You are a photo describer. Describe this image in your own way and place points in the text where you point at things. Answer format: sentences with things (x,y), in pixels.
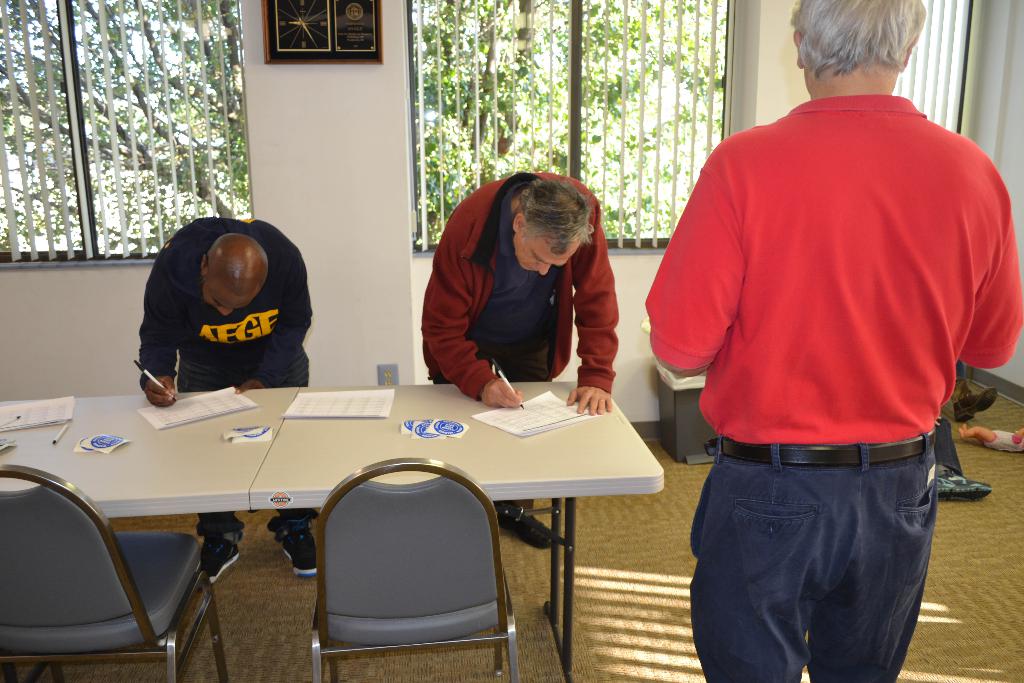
On the background (424,102) we can see windows (45,146) and trees (481,17). A frame (295,38) over a wall (389,190). Here we can see two men (218,270) standing in front of a table (294,421), holding pens (510,386) in their hands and writing on a paper (563,415) and on the table (253,460) we can see pen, papers (548,418). These are two empty chairs (386,569). Here we can see one man (698,239) standing, wearing red color t shirt (843,381). This is a floor (668,612) and we can see a doll (1006,436) on the floor (933,544).
